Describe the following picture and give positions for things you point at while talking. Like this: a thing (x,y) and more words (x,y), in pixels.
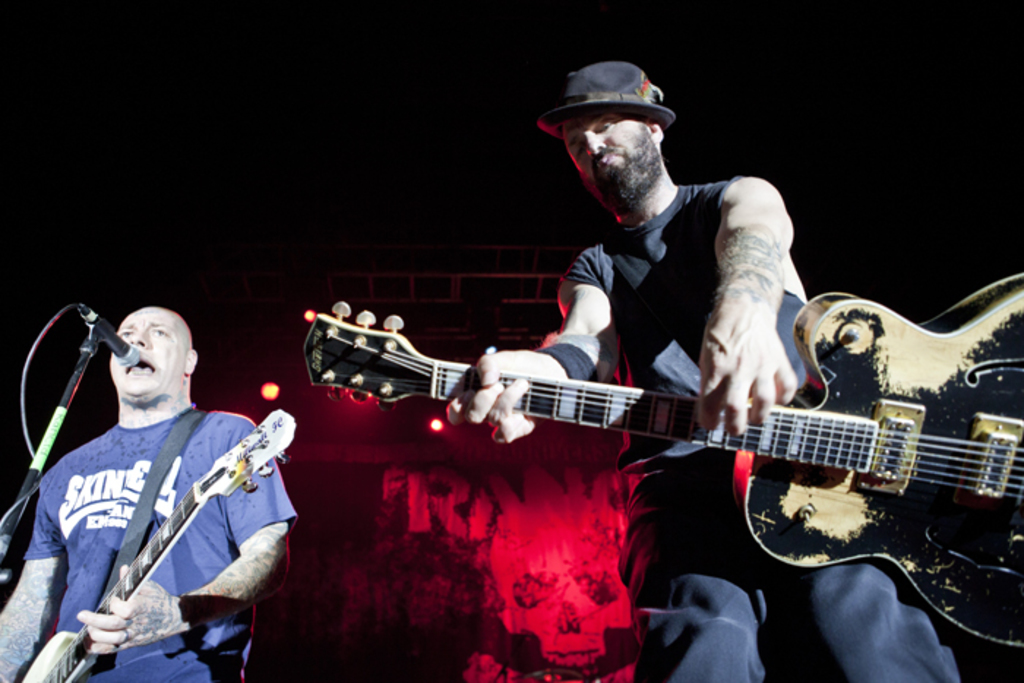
In this image we can see few people (636,383) playing musical instruments (664,420). A person (215,499) is singing into a mic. There are few lights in the image. There is a dark background (467,112) at the top of the image (784,37).
